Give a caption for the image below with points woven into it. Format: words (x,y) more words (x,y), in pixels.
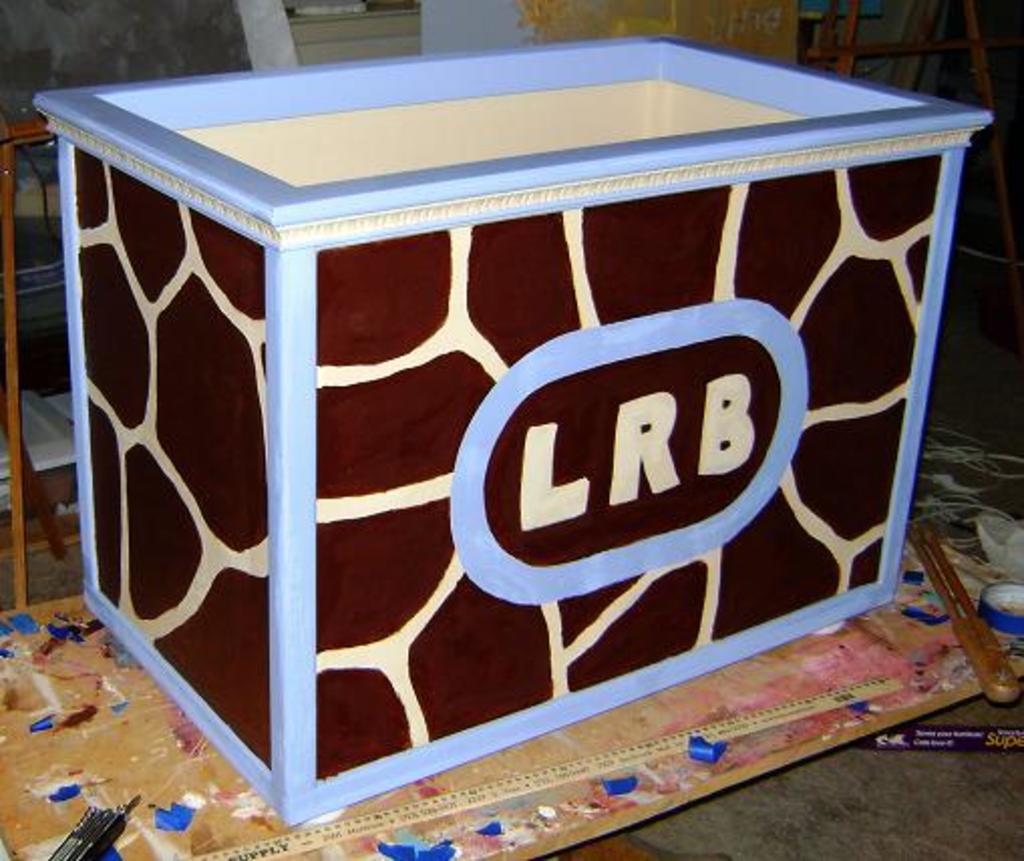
At the center of the image (422,290) there is a box (503,337) placed on the surface (689,764) of a work board (204,850).
